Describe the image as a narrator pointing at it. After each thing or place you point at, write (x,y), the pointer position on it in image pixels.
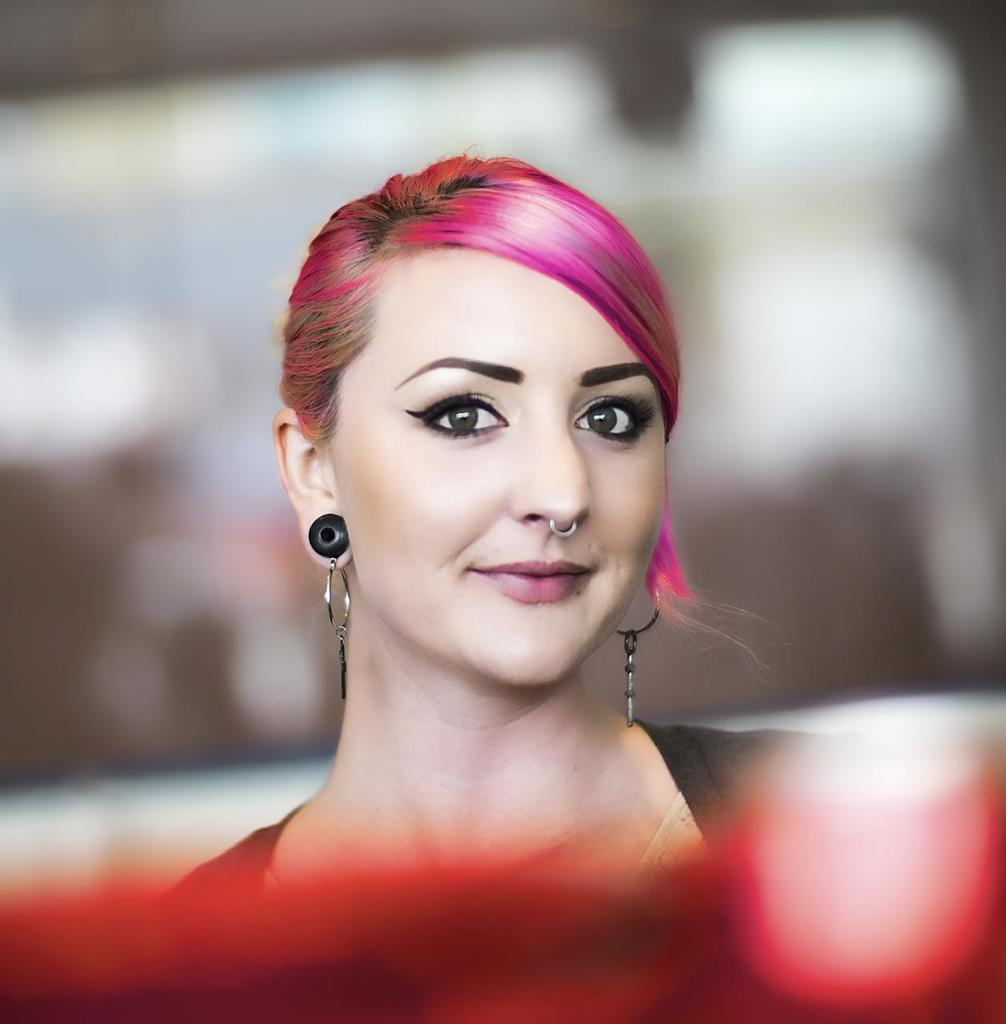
In this image I can see a woman (570,678) is smiling, she has pink color hair (591,275) and black color earrings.
